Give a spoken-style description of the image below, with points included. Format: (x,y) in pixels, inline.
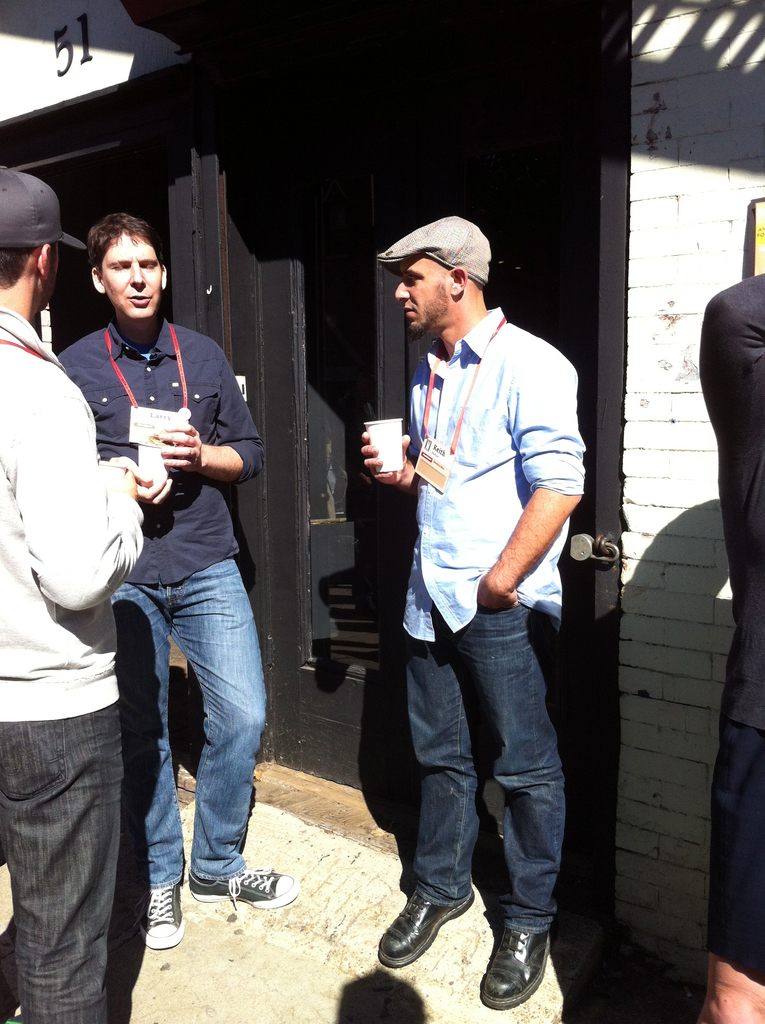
In this image we can see a group of people (527,958) standing on the ground (356,974). In that two men (413,588) are holding the glasses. On the backside (287,276) we can see a building (224,273) with a door (281,581).
